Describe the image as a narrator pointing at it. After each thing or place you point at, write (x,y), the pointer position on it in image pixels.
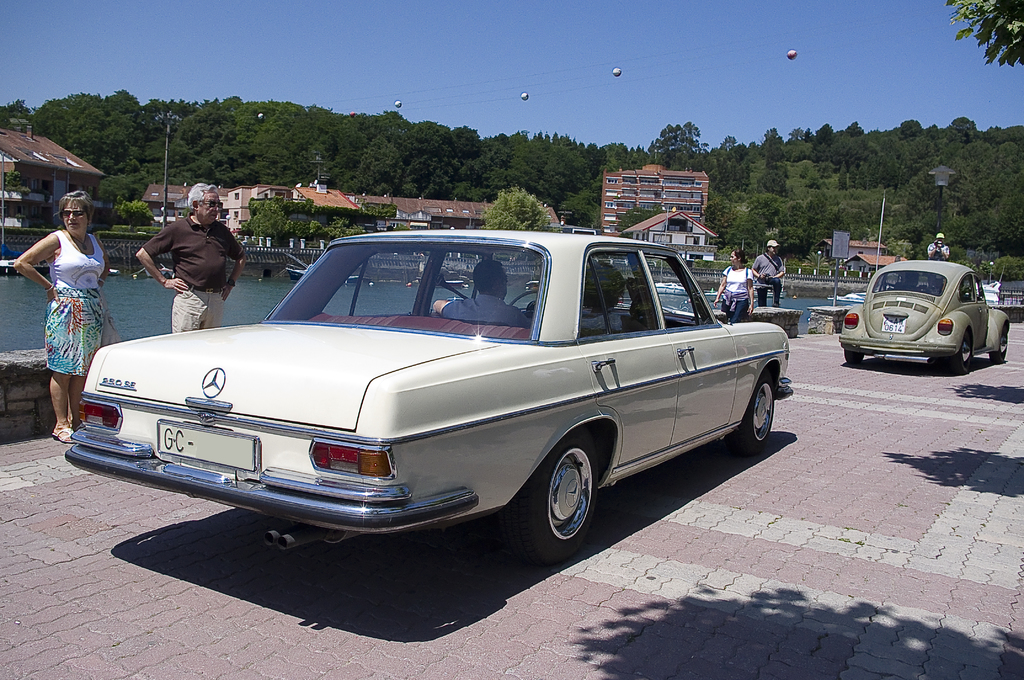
In this picture we can see some people (60,415) standing and cars (704,308) on the road (901,476) with one person (448,305) inside a car (616,452), boats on water (249,297), buildings (33,170), poles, trees (202,176) and some objects (352,115) and in the background (384,55) we can see the sky (406,72).
